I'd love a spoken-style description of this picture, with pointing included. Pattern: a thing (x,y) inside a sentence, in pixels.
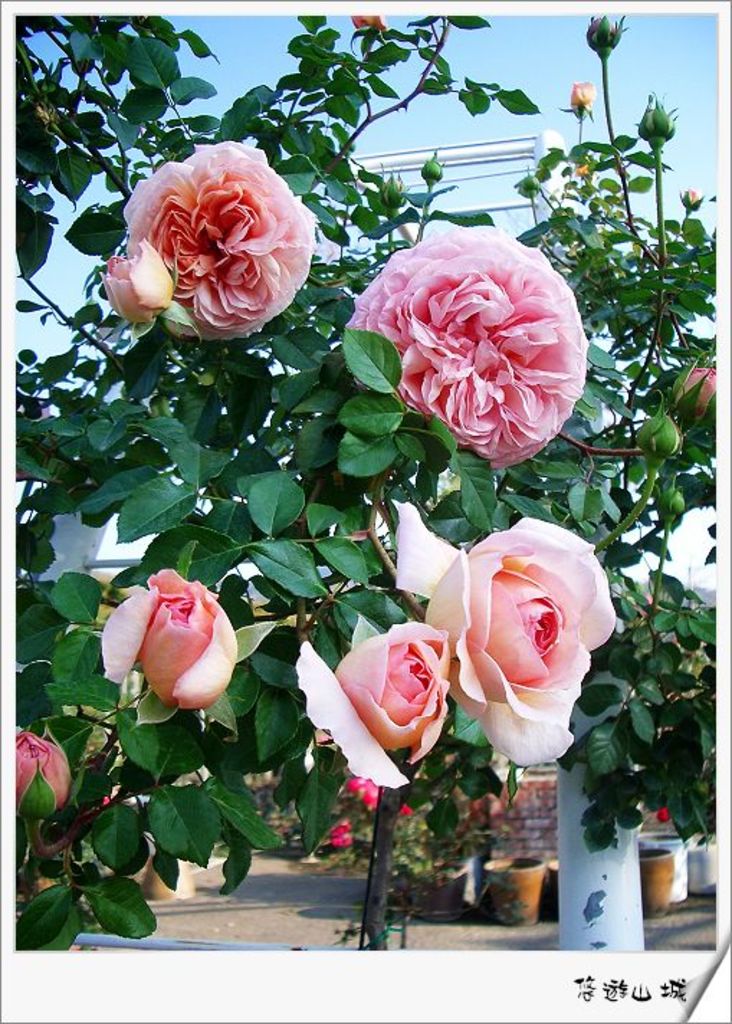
In this image in front (125,627) there are plants (653,468) and flowers (456,628). In the background of the image (456,896) there are flower pots (653,858). There is a building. At the top of the image (282,55) there is sky (514,89). There is some text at the bottom of the image (589,979).
